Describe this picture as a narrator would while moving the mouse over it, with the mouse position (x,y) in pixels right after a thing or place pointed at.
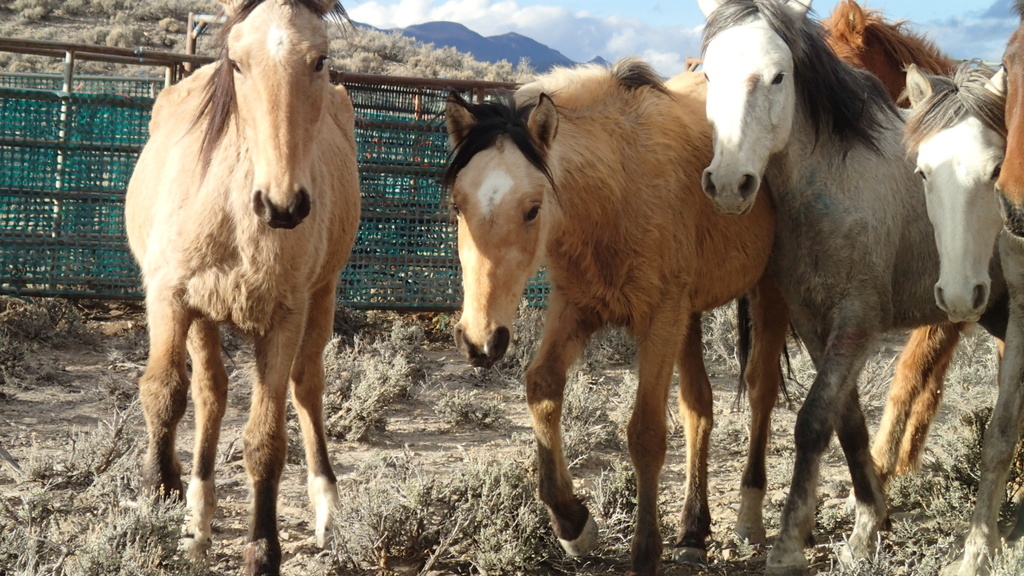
In the image there are brown horses (703,257) walking on the dry grassland (424,501), in the back (80,164) there is fence (386,167) followed by hills (478,43) in the background (460,39) and above its sky (614,24) with clouds (583,33).
